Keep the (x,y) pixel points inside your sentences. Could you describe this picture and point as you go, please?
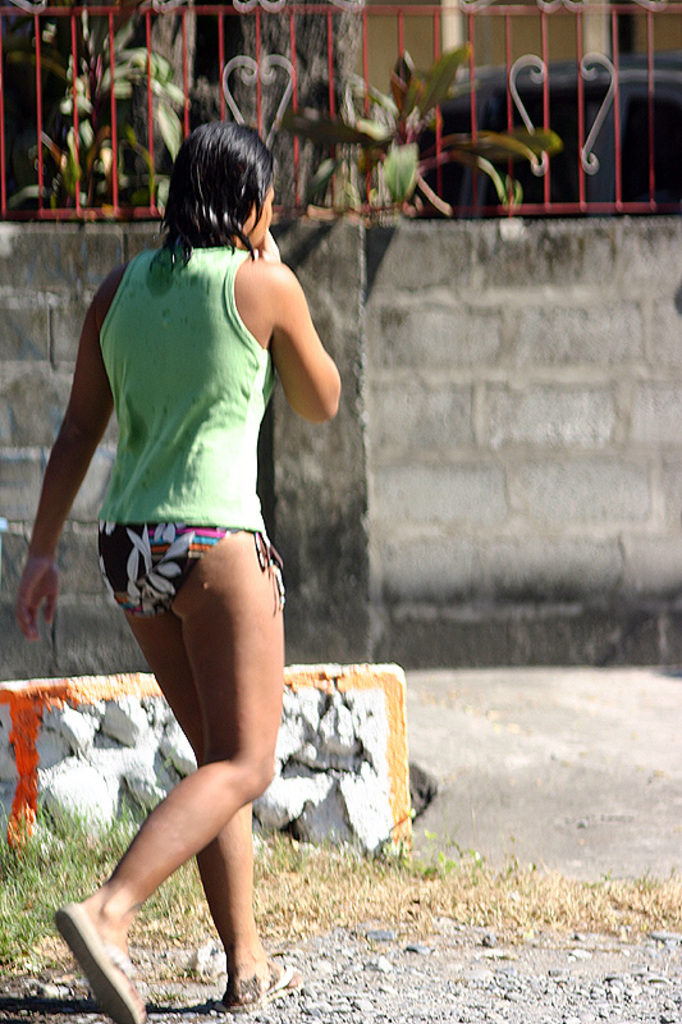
In this image there is a lady (247,690) walking, beside her there is a wall (99,746) with rocks (96,743), behind this wall (143,723) there is another wall (41,329) with bricks (107,231) and the top of the wall (100,237) there is a railing (113,123). In the background of the image (403,99) there are trees (356,21) and a vehicle (567,154) parked.
